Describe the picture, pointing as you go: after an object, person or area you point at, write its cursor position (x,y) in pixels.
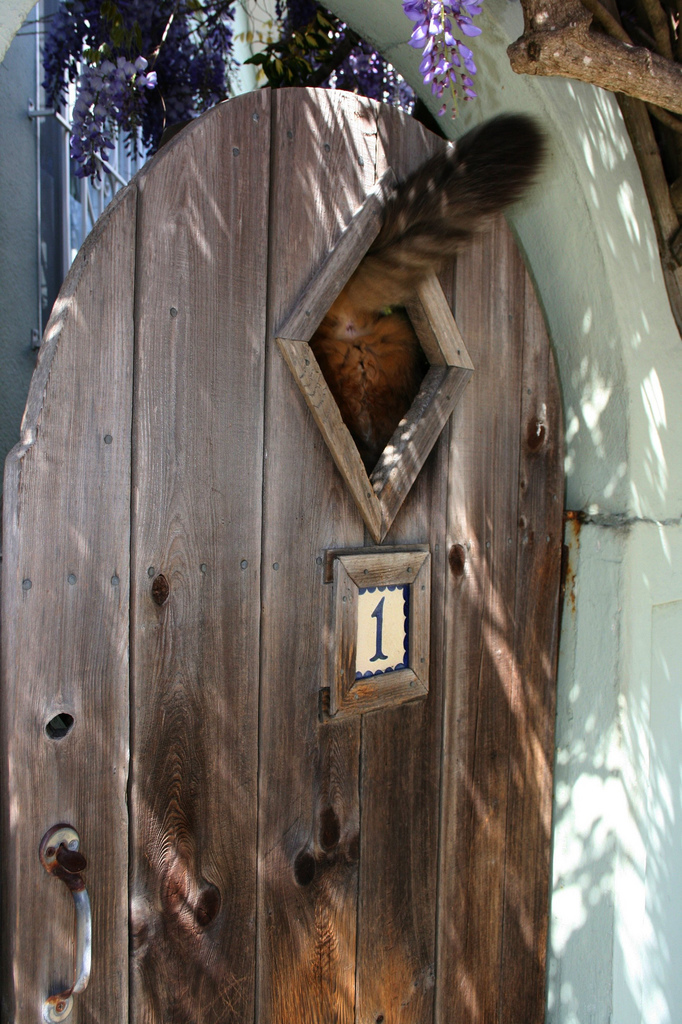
In this image we can see animal (390,337) in a door (238,546). In the background (115,118) there is a tree (123,86) and building (29,184).
